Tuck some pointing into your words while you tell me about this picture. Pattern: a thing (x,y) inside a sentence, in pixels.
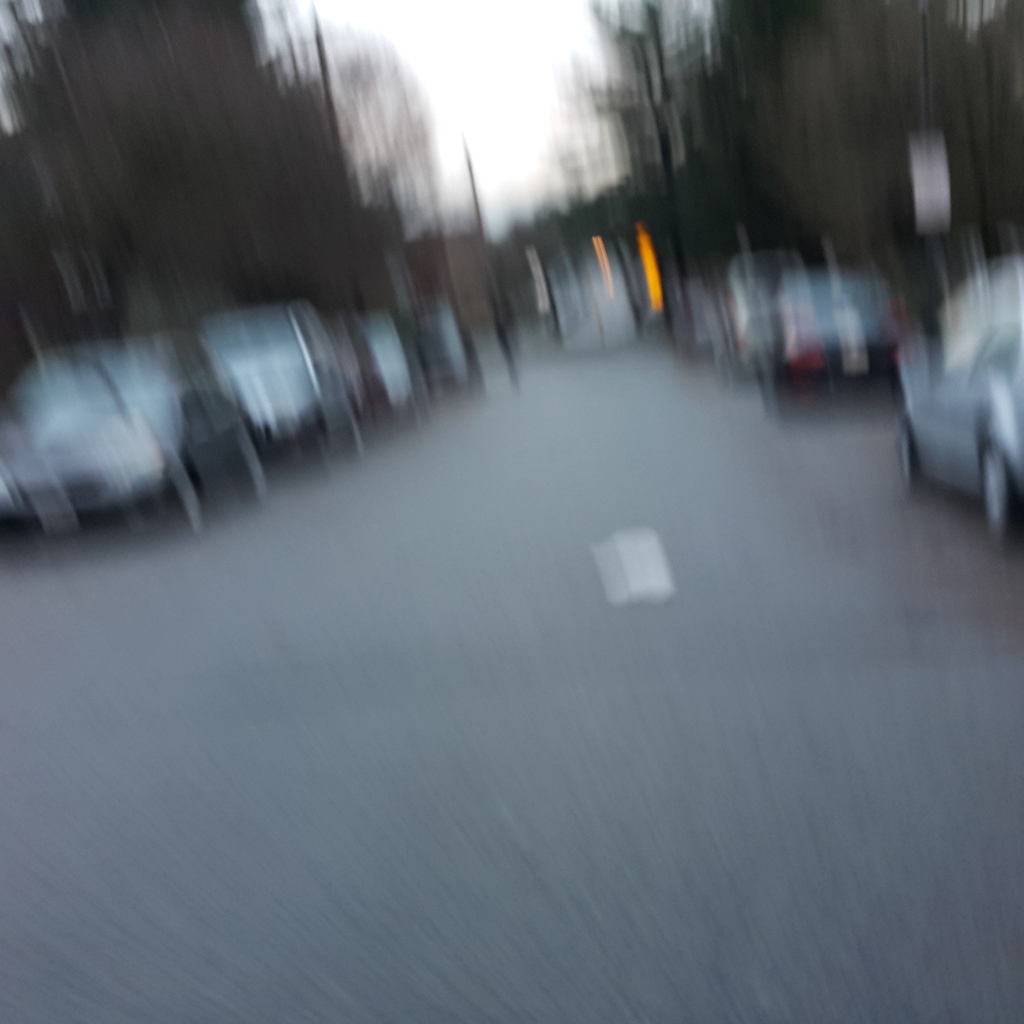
In this image we can see a group of cars (362,366) and tree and at the top (485,59) we can see the sky (462,90). The image is slightly blurred.
